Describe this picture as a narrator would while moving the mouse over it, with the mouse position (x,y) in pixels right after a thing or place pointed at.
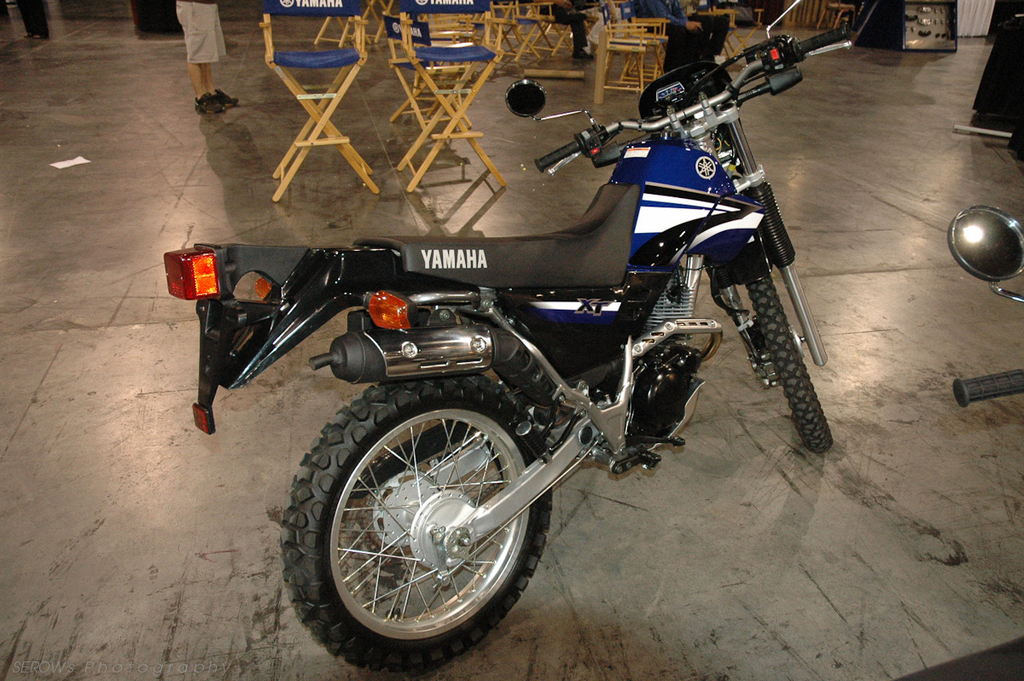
In the picture I can see a motorbike (363,395), I can see chairs (439,27), a person (217,102) standing here and few more objects (938,26) in the background (922,12).
